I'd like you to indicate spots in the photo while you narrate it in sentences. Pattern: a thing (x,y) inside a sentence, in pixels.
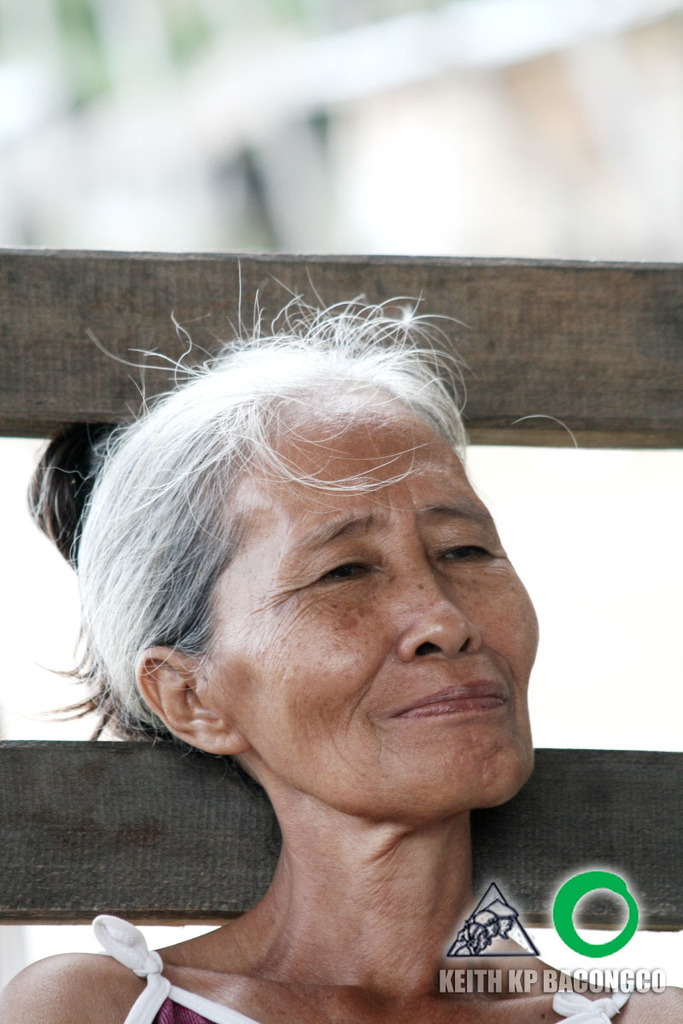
In this image we can see a woman (278,693).
